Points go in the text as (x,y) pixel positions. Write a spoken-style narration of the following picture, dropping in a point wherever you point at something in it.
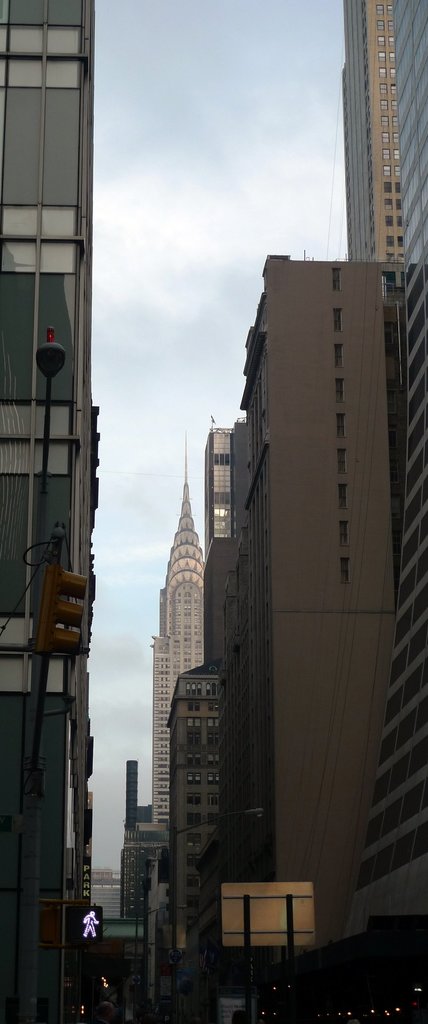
In this image I can see few building (217,900) in cream, white and brown color. Background (229,105) I can see sky (193,119) in blue and white color.
